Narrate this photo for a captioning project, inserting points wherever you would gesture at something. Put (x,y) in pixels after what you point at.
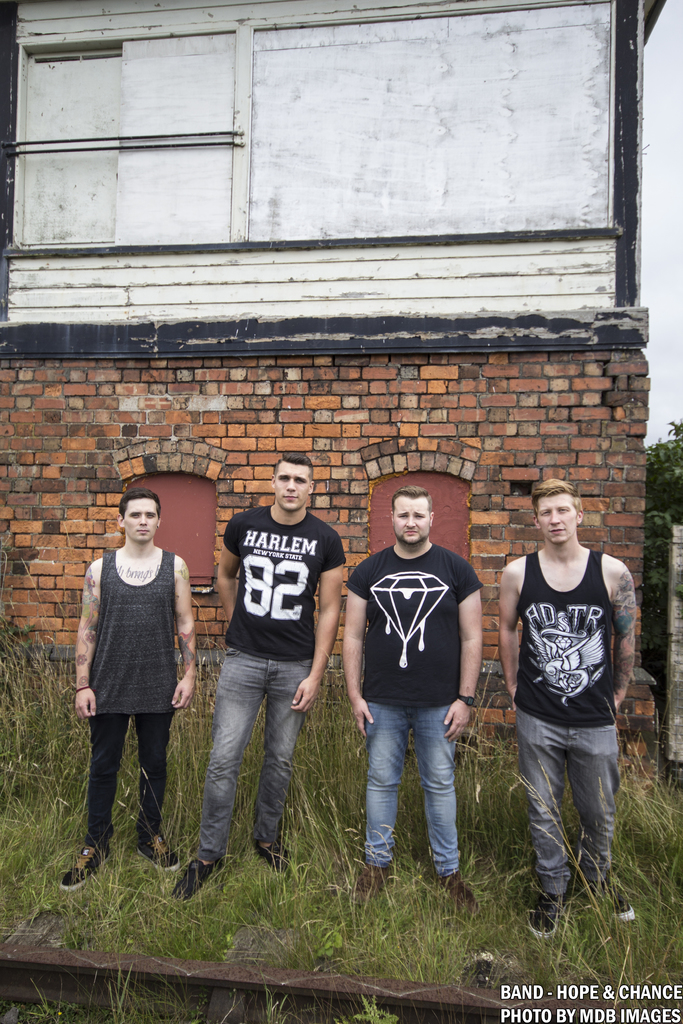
In the foreground of the picture (223,584) there are four men (612,682) standing. In the foreground (18,806) there are plants (402,939) and grass (492,848). In the background (379,494) there is a building (359,400) with brick wall (382,426). On the right (648,532) there are trees (647,667).
